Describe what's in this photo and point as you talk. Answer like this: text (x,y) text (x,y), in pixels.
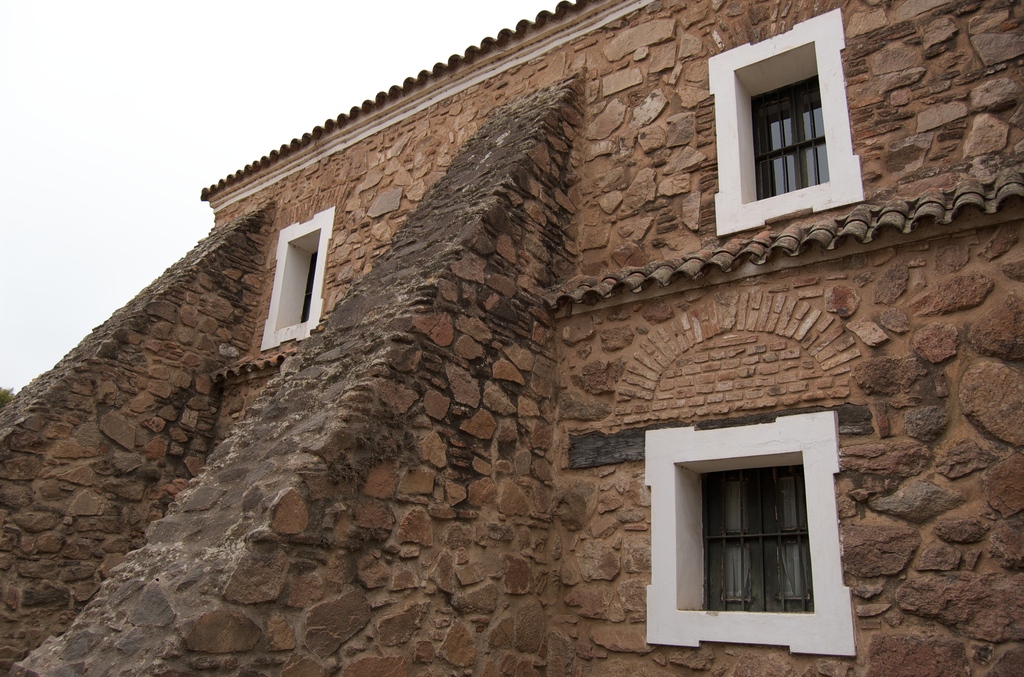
In this picture we can see wall (648,167) and windows (715,532). In the background of the image (117,187) we can see the sky (108,207).
